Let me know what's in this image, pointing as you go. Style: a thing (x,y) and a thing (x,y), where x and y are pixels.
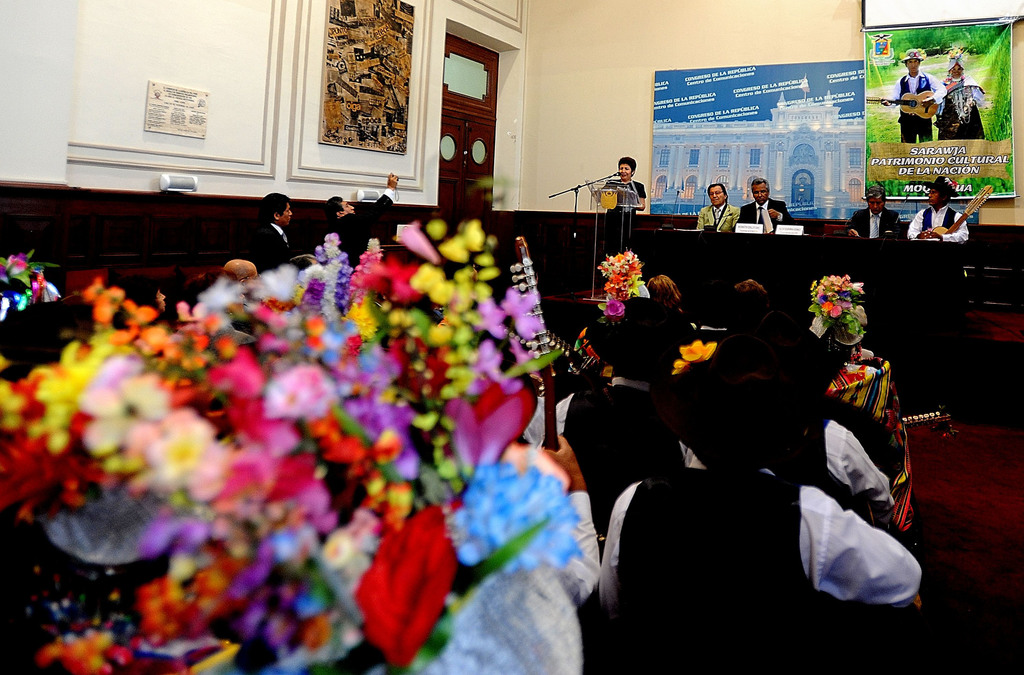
In this image there are people (592,426) sitting on chairs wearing costumes (387,272), in the background (964,320) there is a stage (949,317), on that stage (687,252) there are people (721,220) sitting on chairs (832,230), in front of them there is a table (765,262), beside the table (889,268) there is a person (625,221) standing near a podium (613,211) and there is a wall (790,6) for that there are posters (969,108), on that posters (842,120) there is some text (720,84).
